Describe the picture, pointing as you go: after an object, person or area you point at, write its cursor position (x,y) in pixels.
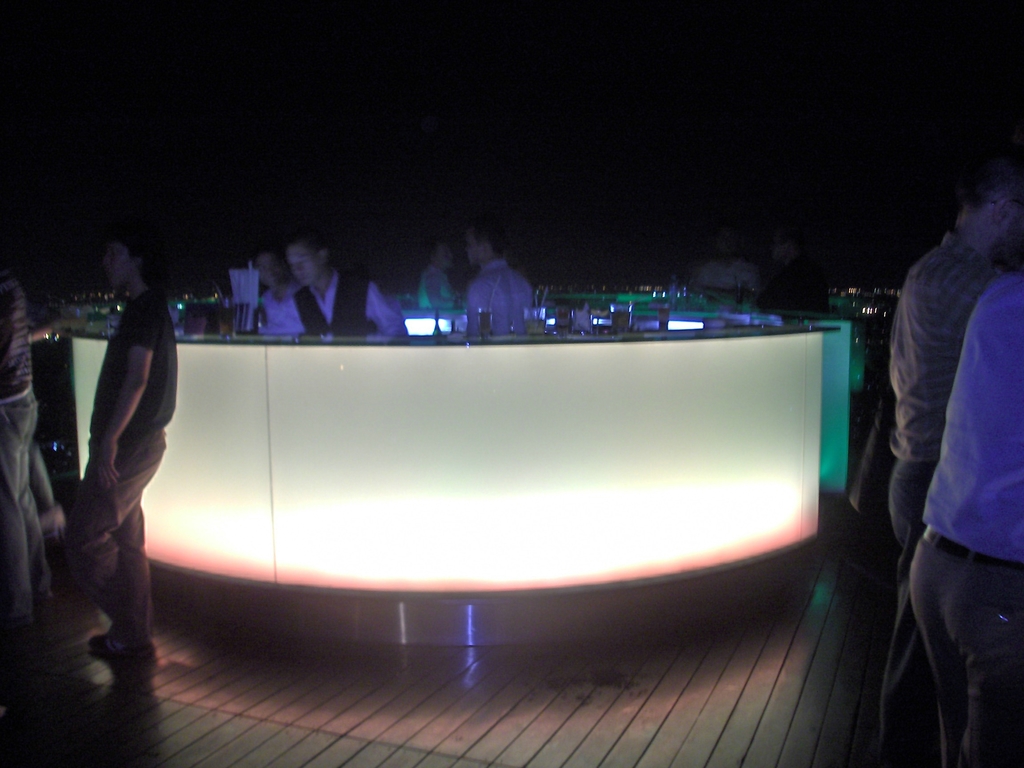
In this image in front (11,555) there are people (926,496) standing on the floor (352,688). In the center of the image (511,452) there are tables (466,442). On top of the table (505,348) there are glasses (487,318) and a few other objects (586,310). Behind the table (384,359) there are people (481,292). There are lights (430,318). In the background of the image (613,156) there is sky (615,104).
